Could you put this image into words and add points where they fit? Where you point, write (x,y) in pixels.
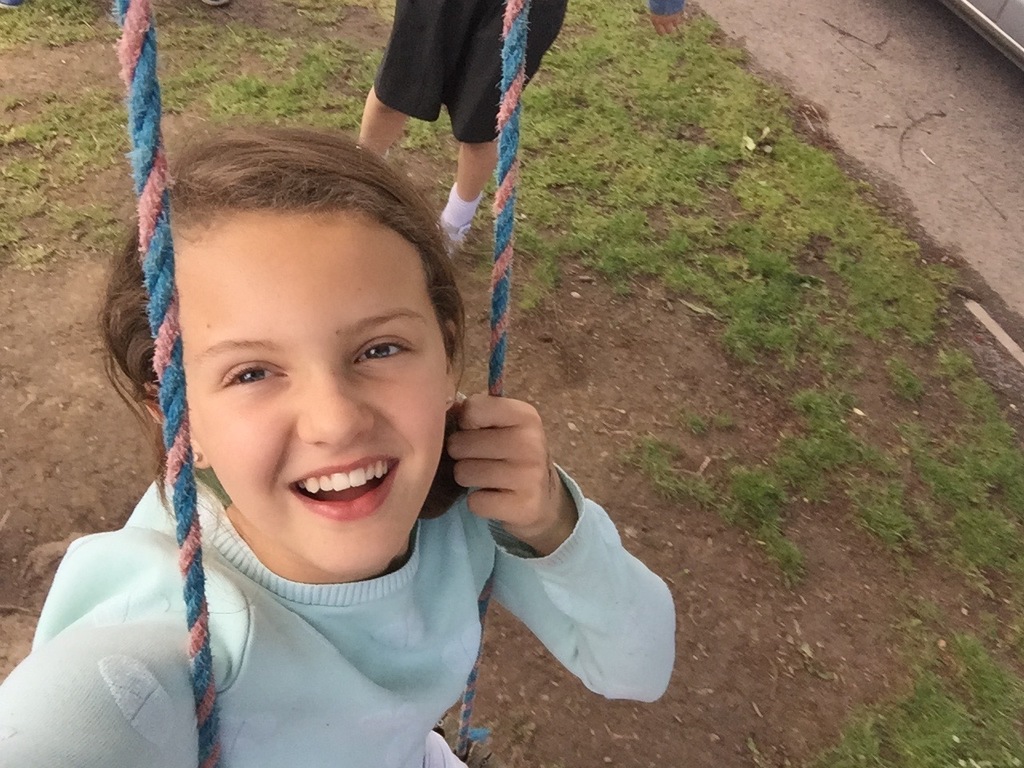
In this picture we can see a girl (415,593) here, at the bottom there is soil (702,343) and grass (662,197), we can see another person (485,66) here.
